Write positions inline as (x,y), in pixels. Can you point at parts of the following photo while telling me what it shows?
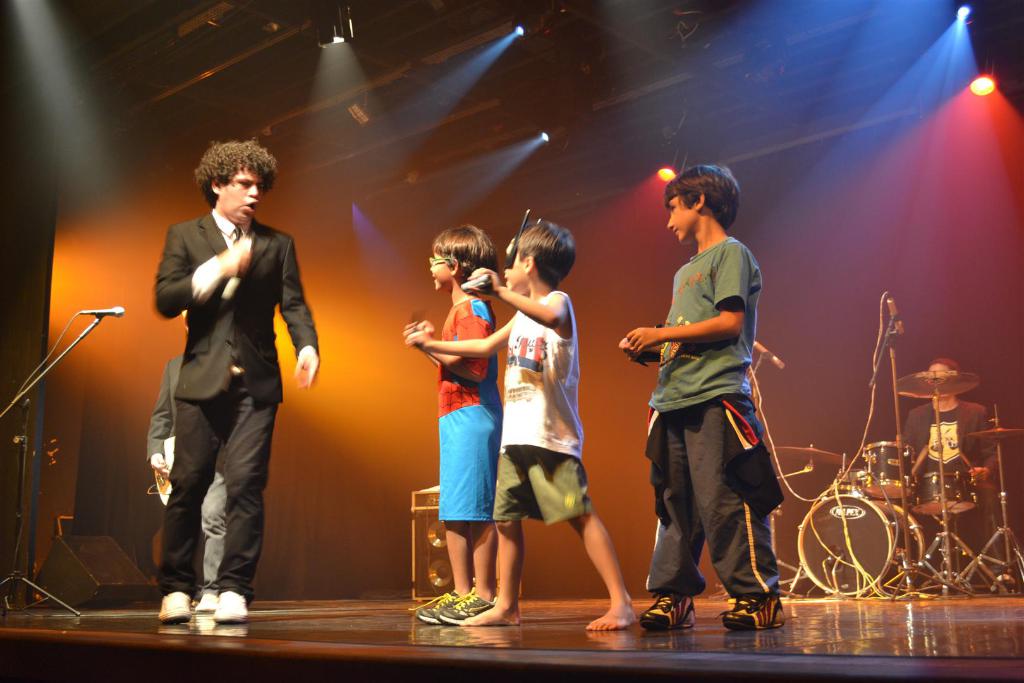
In this picture I can see a stage (721,617), on the stage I can see three children's (757,610) and I can see a man (219,296) holding a mike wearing a black color suit (171,289), in front of him there is a mike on the left side (28,400) and on the right side (904,447) there is a man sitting in front of the musical instrument (852,506) and the musical instrument (945,500) is kept on the floor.
